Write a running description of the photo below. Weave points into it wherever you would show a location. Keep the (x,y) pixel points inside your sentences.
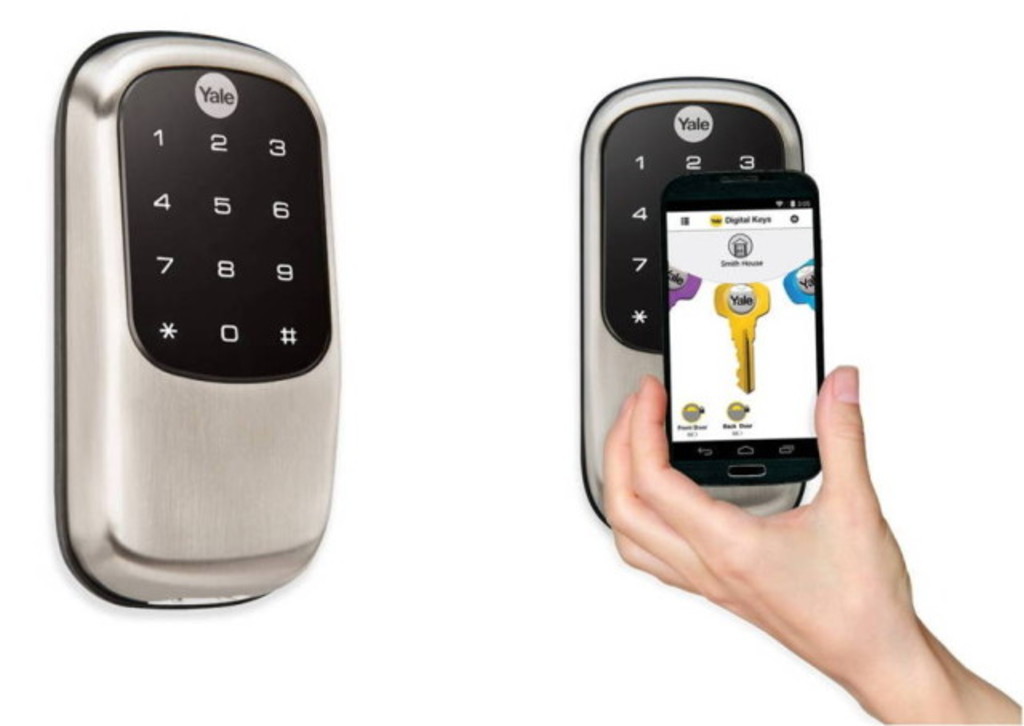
In this picture I can see couple of smart locks (136,397) and I can see a human hand (639,546) holding a mobile (716,330) near to the smart lock (638,227).
